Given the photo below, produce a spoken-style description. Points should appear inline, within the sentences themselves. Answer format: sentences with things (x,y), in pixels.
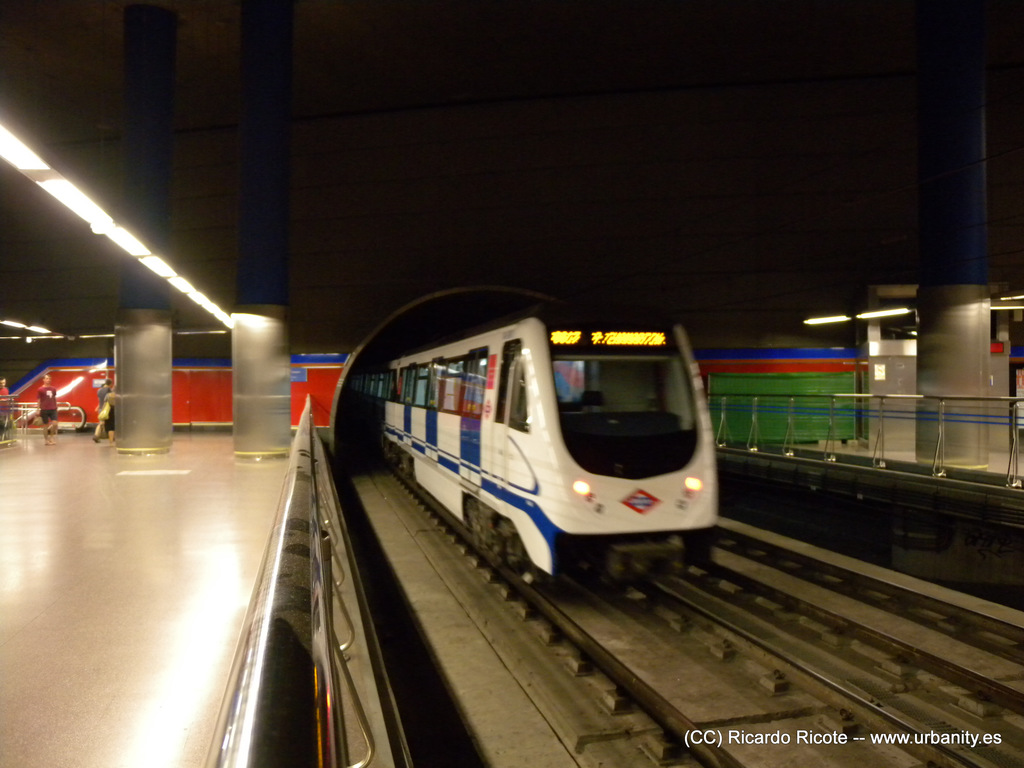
In this picture we can see a train (590,390) on a railway track (597,596), fences (1016,456), pillars (958,367), lights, some people (52,413) on the platform (173,618) and some objects (872,349) and in the background (652,136) it is dark.
